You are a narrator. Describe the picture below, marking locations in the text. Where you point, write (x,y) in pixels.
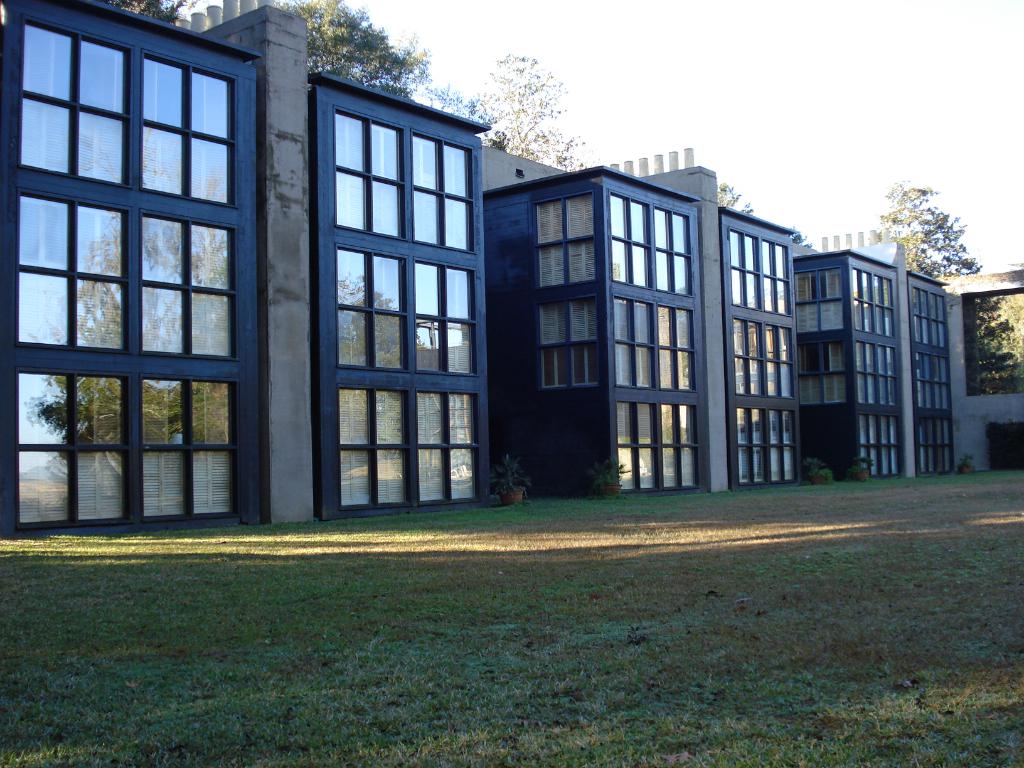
In the image there are six buildings (537,344) which are in blue colour and the windows (203,190) are like mirror. There is a clear sky (809,70) and the ground (480,527) is covered with grass (602,686). There are plants (513,479) which are in a pot (510,501) and behind the buildings (364,143) we can see there are trees (523,130).
